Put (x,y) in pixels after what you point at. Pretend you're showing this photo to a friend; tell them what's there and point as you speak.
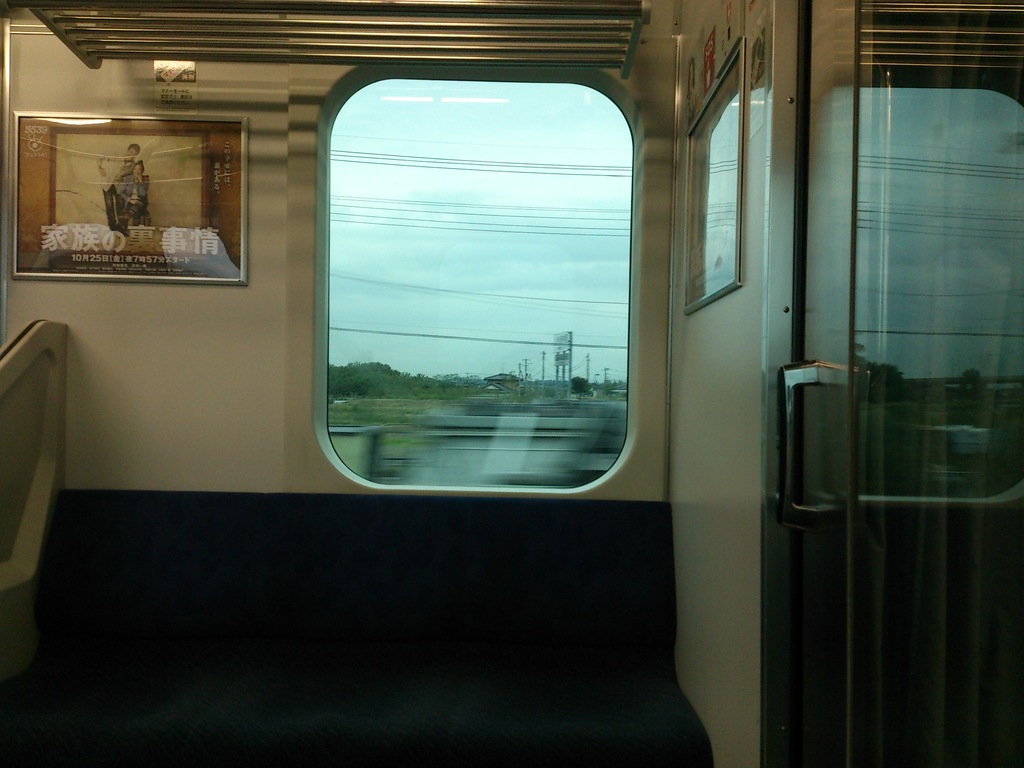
In this an inside view of a train (724,382) and here we can see frames (197,170), a glass door (850,441) and we can see a window (435,299). At the top (438,36), there are rods (340,46).
